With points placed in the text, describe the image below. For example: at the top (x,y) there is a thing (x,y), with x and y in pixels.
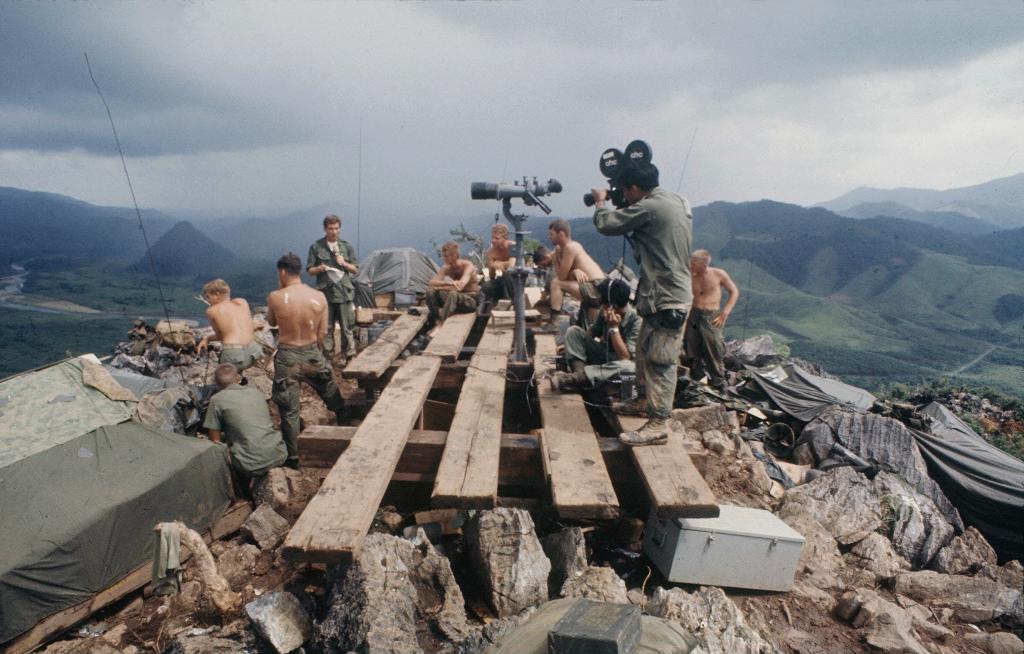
This picture is clicked outside. In the foreground (881,466) we can see the rocks (233,562), wooden planks (688,487) and the boxes (724,539) and we can see a person (642,219) holding an object (624,191) and standing on the wooden plank (670,440) and we can see the group of people (570,284) sitting on the wooden planks (510,346) and group of people (334,315) standing and we can see the clothes (102,478) and an object (520,313) which seems to be the machine (523,245). In the background (281,72) we can see the sky (536,92) which is full of clouds (115,162) and we can see the hills (61,207) and the green grass (132,274).
